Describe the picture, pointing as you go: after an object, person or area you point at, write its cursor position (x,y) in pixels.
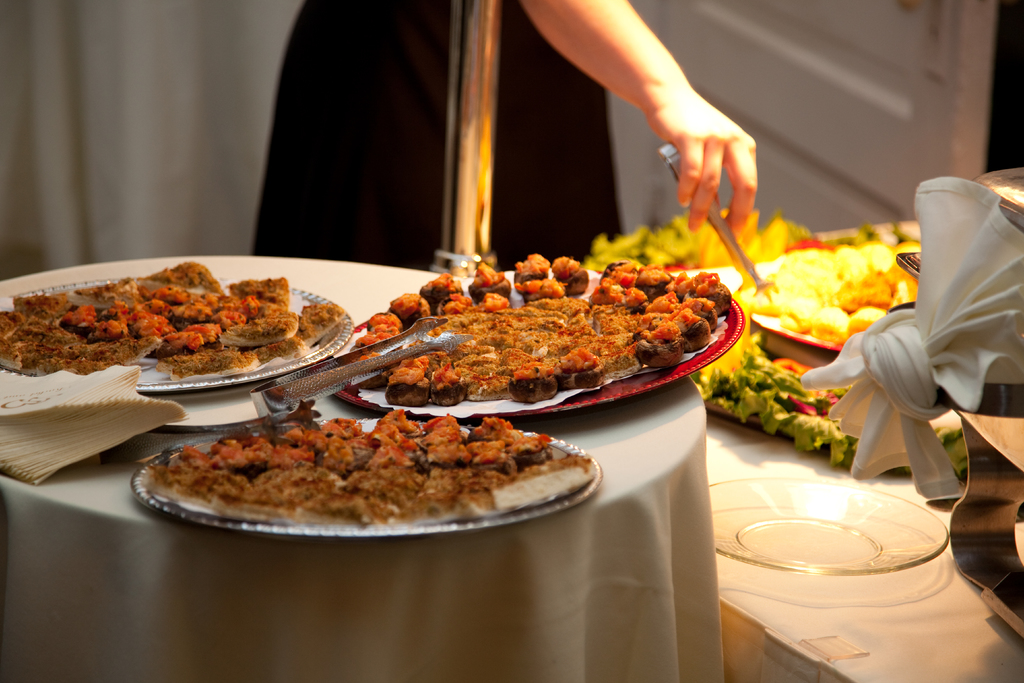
In this image I can see the plates (595,401) with food (372,328). These plates (629,386) are on the white color surface (374,538). To the left (71,438) I can see the tissues (70,428). In the back (432,109) I can see the person (417,111) wearing the black color dress (501,159) and holding the spoon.
